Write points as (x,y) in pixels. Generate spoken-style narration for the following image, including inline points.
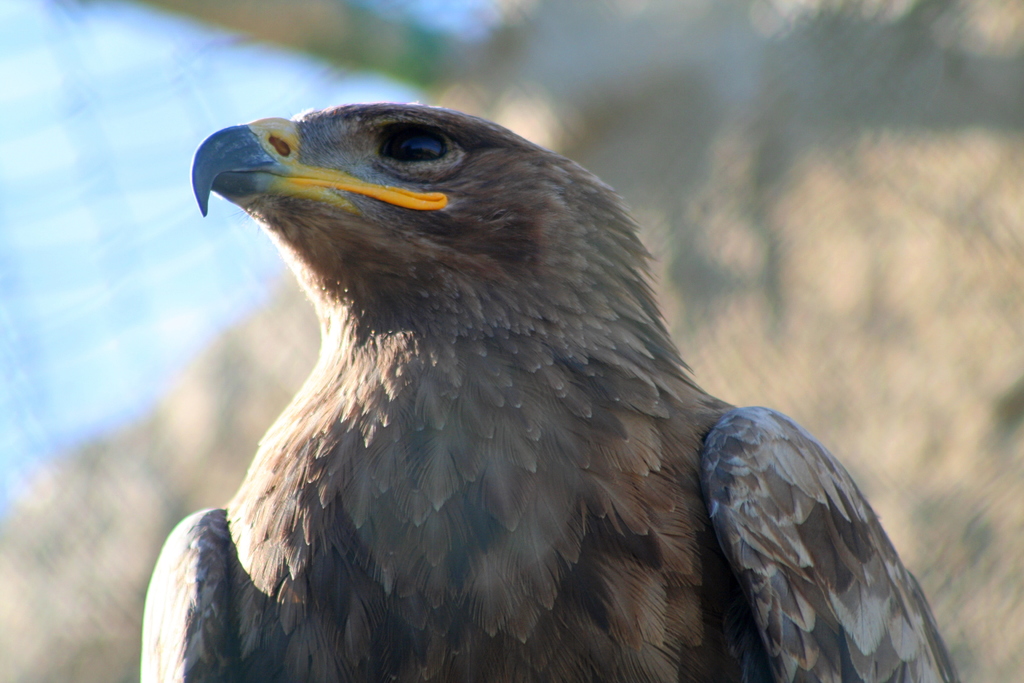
In this image we can see a bird (424,555) and the background (840,219) is blurry.
